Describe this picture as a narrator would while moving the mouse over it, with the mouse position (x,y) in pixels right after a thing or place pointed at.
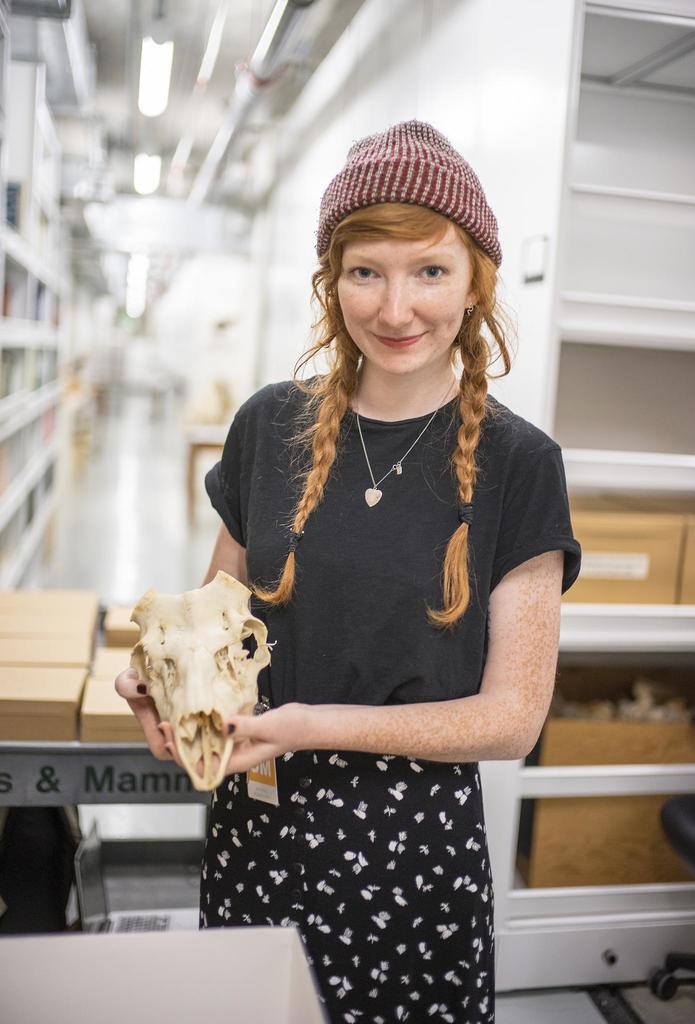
In this image there is a girl (279,636) standing and holding skull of an animal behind her there is a table (102,756) and so many racks (606,785).
